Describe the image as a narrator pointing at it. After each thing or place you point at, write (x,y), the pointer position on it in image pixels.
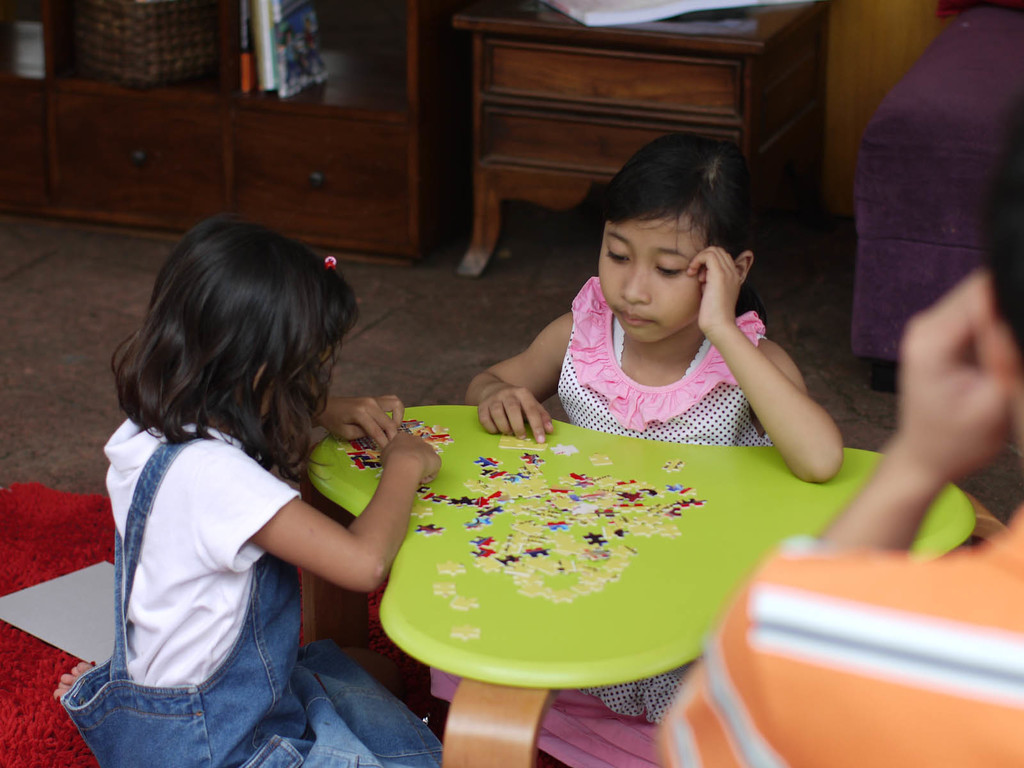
In this Image I see 2 girls (278,411) sitting on the floor (353,342) and there is a table (769,482) in front (772,496) and there is puzzle (343,448) on it. In the background (419,103) I see the cabinets (407,7) and the sofa (871,353).
